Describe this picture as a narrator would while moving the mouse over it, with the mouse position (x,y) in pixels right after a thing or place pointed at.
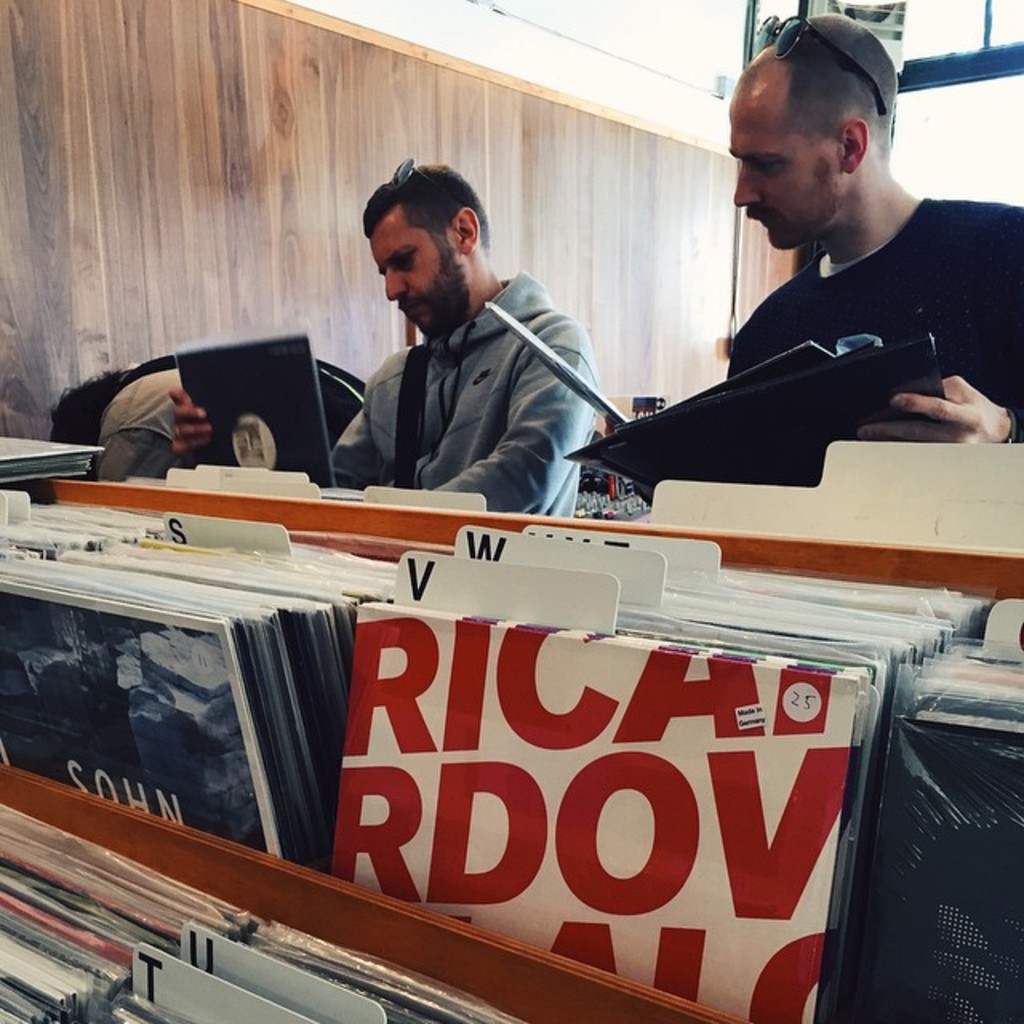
In the center of the image (508,391) two mans (825,329) are standing and holding records (810,391). At the bottom of the image (638,834) records (721,757) are there. At the top of the image (699,165) wall (671,137) is present.
